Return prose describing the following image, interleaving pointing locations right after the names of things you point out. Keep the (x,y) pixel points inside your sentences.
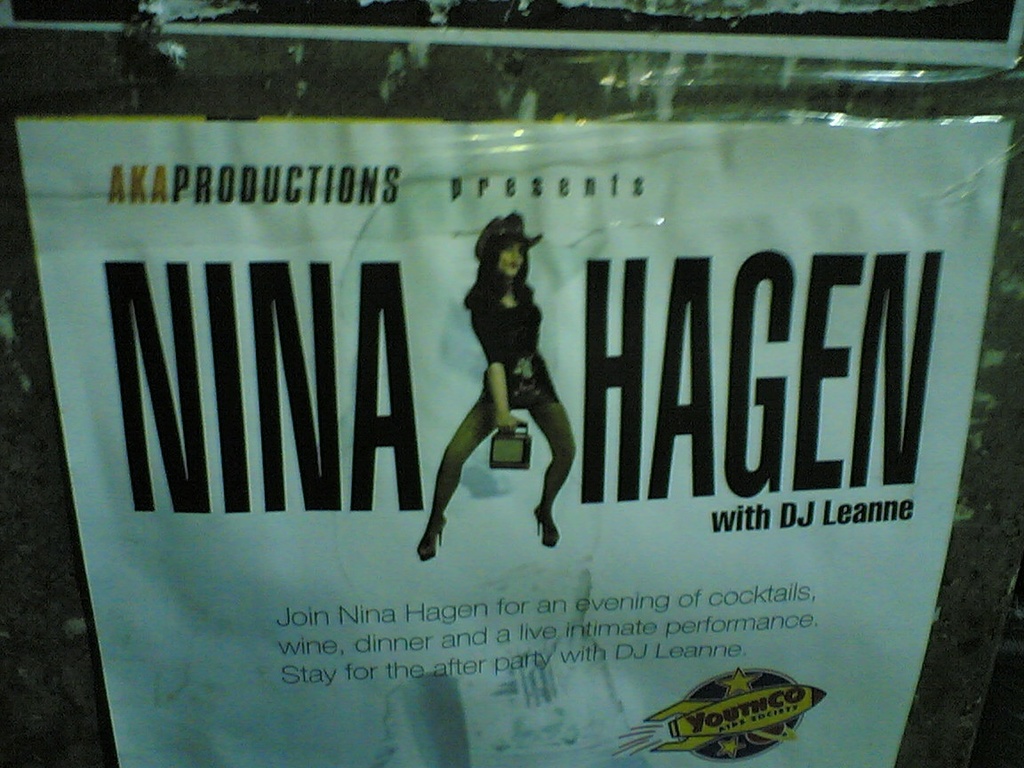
In this image there is a poster (508,157). On the poster (540,609) there is a picture (499,391) of a lady (499,422) and few texts (231,419) are there.
